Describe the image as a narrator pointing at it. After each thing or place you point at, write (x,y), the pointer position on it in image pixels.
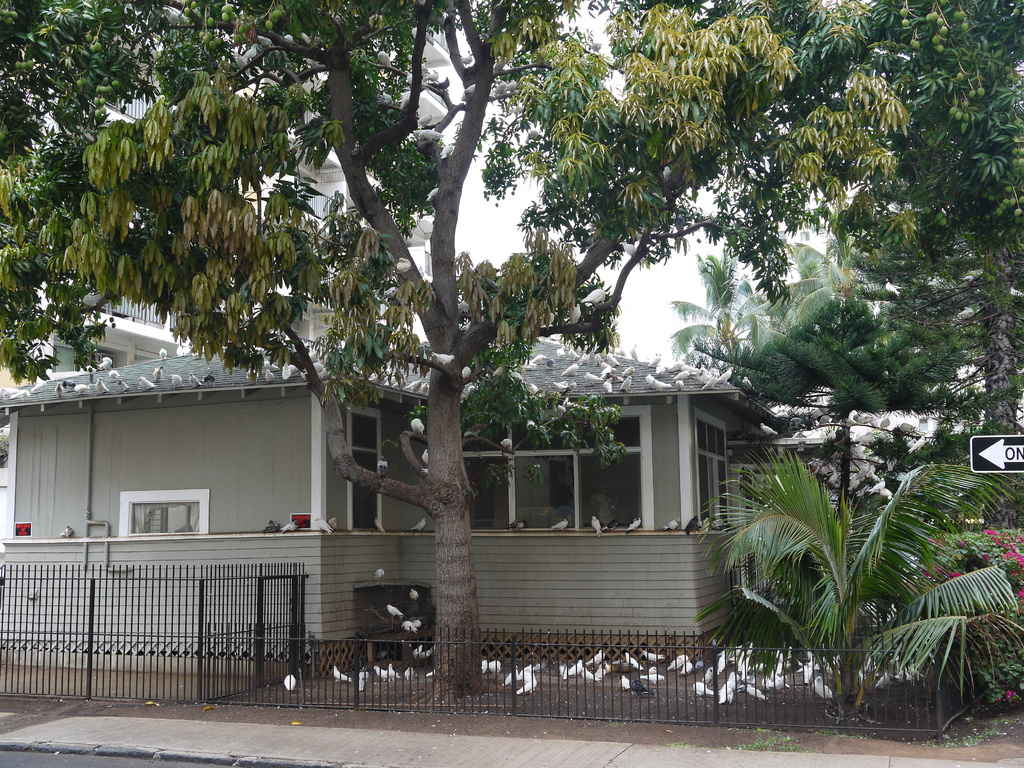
In this image, we can see some trees (873,205), plants (900,559) and birds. There is a fencing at the bottom of the image (606,715). There is a shelter house (263,421) and building (150,355) in the middle of the image (660,425). There is a signboard (982,453) on the right side of the image (993,453).
